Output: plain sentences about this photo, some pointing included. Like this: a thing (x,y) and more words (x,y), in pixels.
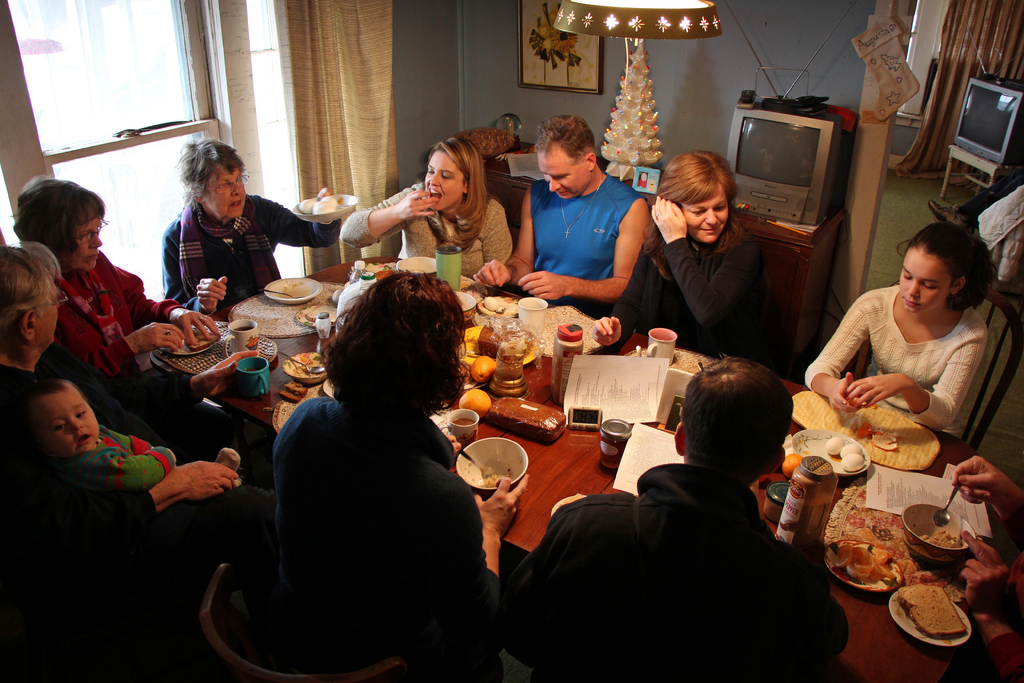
This is an inside view. In this image I can see few people (223,232) are sitting on the chairs (220,607) around the table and having the food (858,554). In the background (147,59) there is a window (175,64), TV (808,137) and one frame (537,48) is attached to the wall (474,31). On the table (531,488) I can see few bottles (570,352), mugs (248,383), bowls (289,363), spoons (320,367) and some fruits (472,370). On the right of the image (855,583) I can see few dishes (874,561) in the plates (898,580).
